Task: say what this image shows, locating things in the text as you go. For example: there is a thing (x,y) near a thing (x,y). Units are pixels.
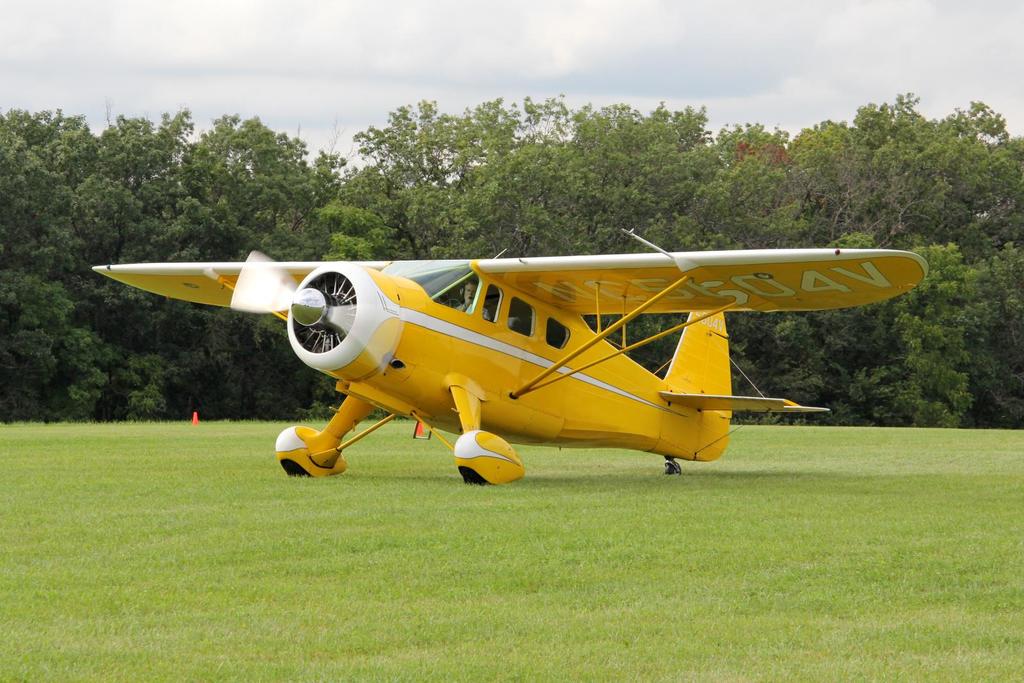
This image consists of a propeller plane (524,362) in yellow color. At the bottom (395,549), there is green grass (641,612). In the background (942,306), there are trees (942,306). At the top (299,71), there is sky (299,71).
